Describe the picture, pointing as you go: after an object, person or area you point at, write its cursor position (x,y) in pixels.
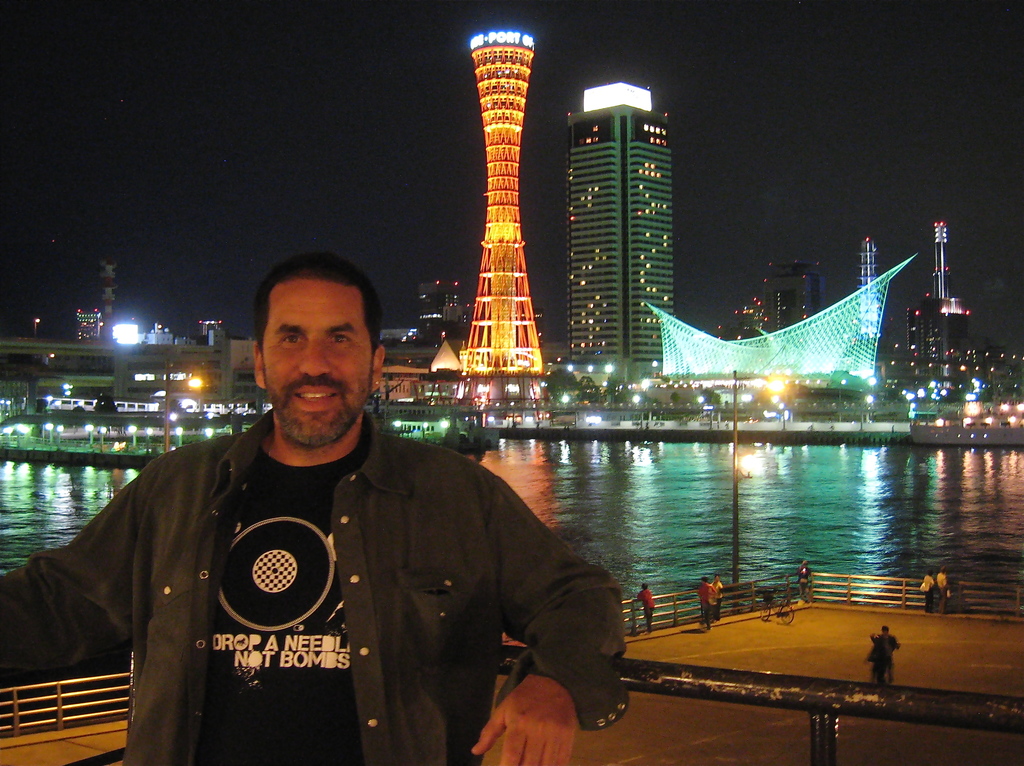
In this image we can see a man (353,537) standing beside a fence (766,671). On the backside (792,660) we can see a bicycle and a group of people (877,649) on the deck (806,657). We can also see a group of buildings (501,409) with lights (514,237), poles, a street lamp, some boats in a large water body (760,531) and the sky (848,126).
